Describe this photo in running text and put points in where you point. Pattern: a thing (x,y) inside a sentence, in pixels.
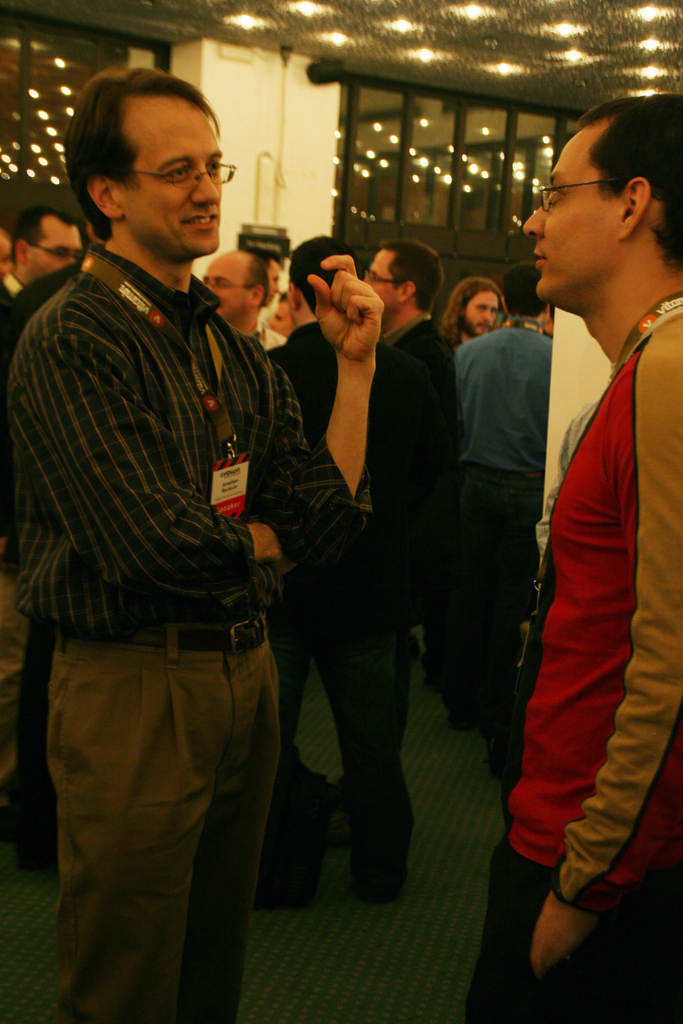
In this picture we can see some people (295,435) are standing, two persons (680,478) in the front (581,475) are wearing spectacles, in the background (534,132) there are glasses (350,187), we can see lights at the top of the picture (363,179).
